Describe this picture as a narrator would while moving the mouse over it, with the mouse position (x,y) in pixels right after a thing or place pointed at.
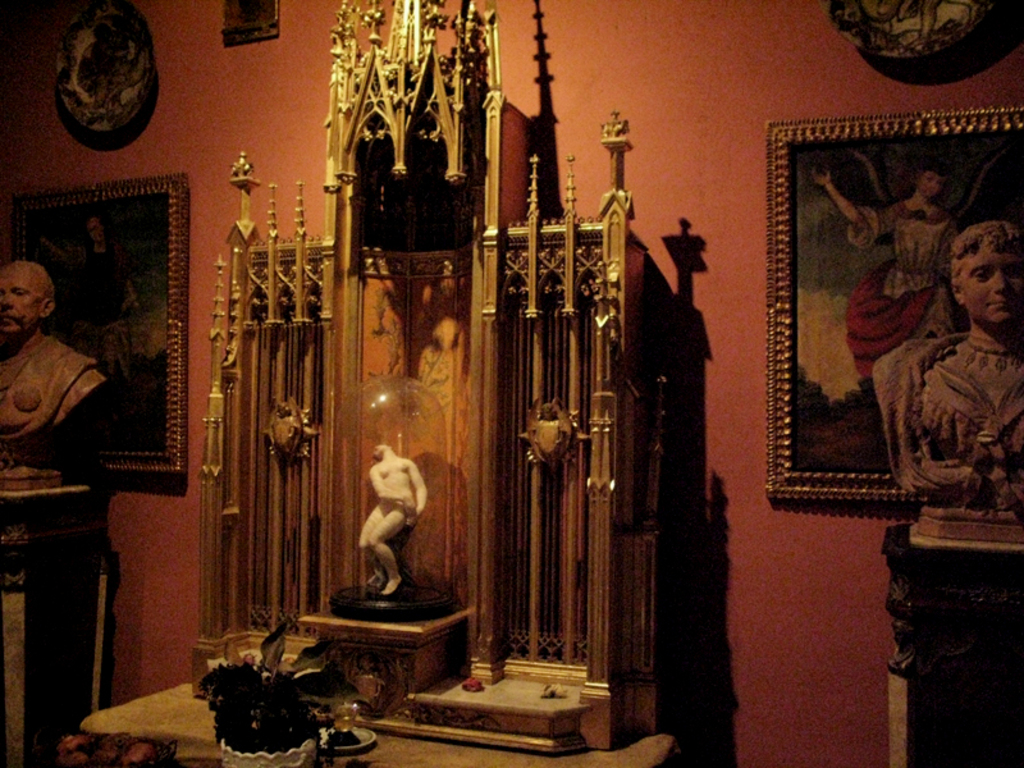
This image is taken indoors. In the background (718,318) there is a wall (698,312) with a few picture frames (146,340) on it. On the left side of the image (19,466) there is a statue (32,443) of a man (19,395) on the stone (31,588). On the right side of the image (955,469) there is a statue (954,395). In the middle of the image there is a table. There is a plant (272,696) in the flower pot (279,763) and there is another statue (381,522) in the glass box (394,449) and there are a few carvings (252,283).
